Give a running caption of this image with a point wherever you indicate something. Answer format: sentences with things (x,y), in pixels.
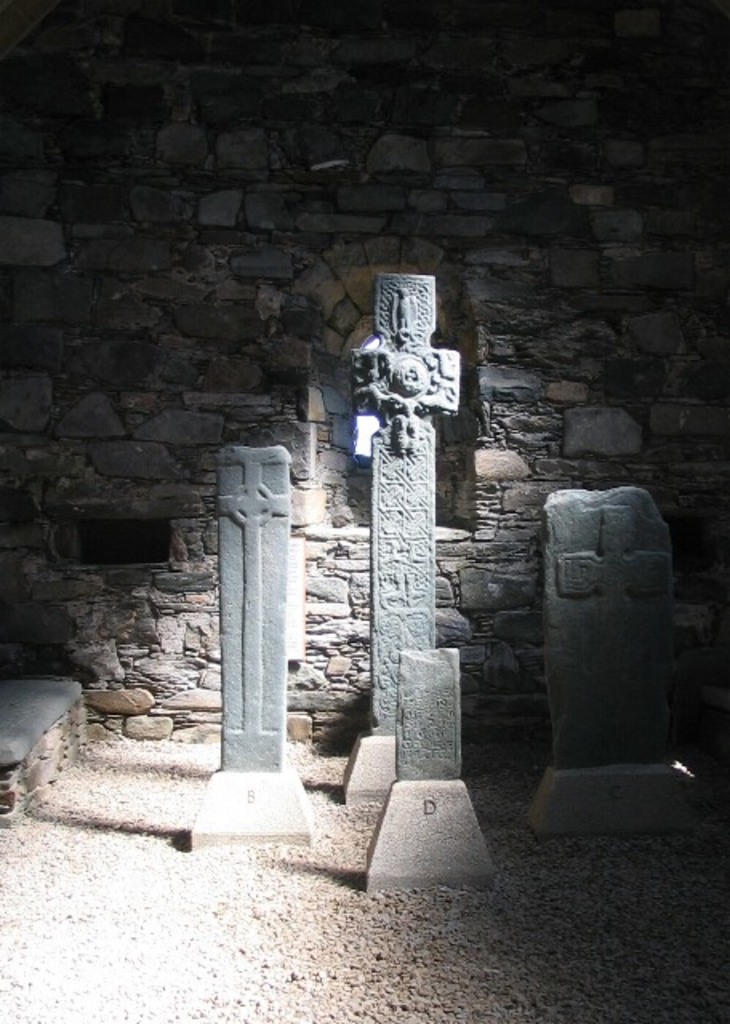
In this picture there are sculptures of the cross (399,601). At the back (336,262) there is a wall (709,250). At the bottom (405,965) there are stones (365,978).
